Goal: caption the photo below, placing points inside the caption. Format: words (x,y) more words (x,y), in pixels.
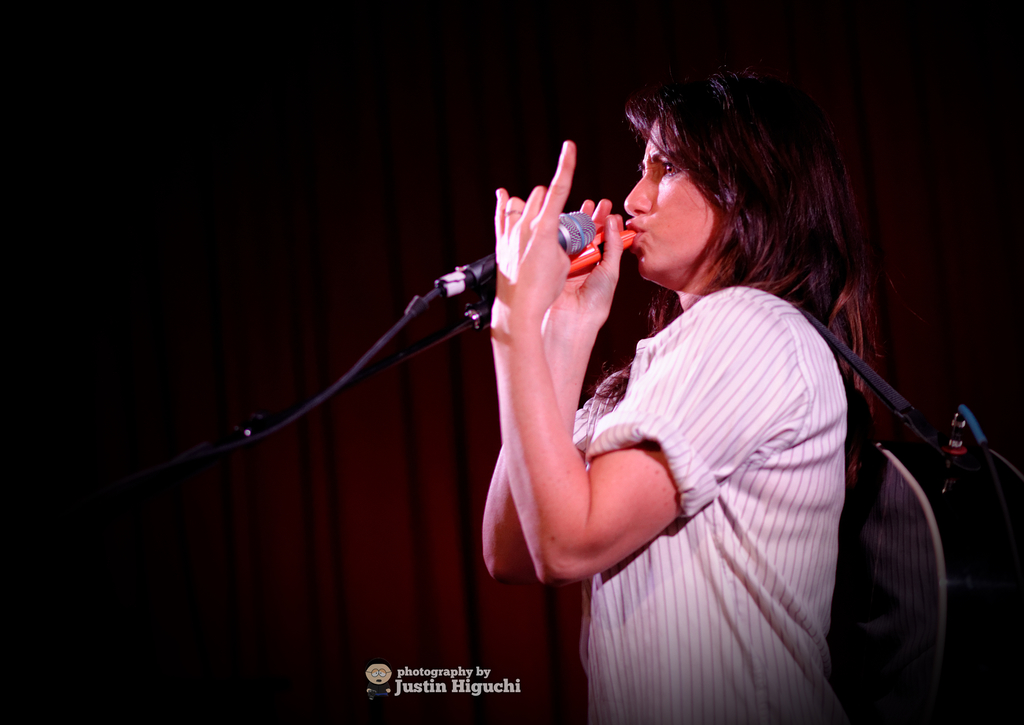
In this image there is a woman (766,409) towards the right (751,464). She is wearing a striped shirt (756,440) and holding a small orange wind instrument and she is also carrying a guitar (1009,644). In the background (466,103) there is a curtain (360,127).
